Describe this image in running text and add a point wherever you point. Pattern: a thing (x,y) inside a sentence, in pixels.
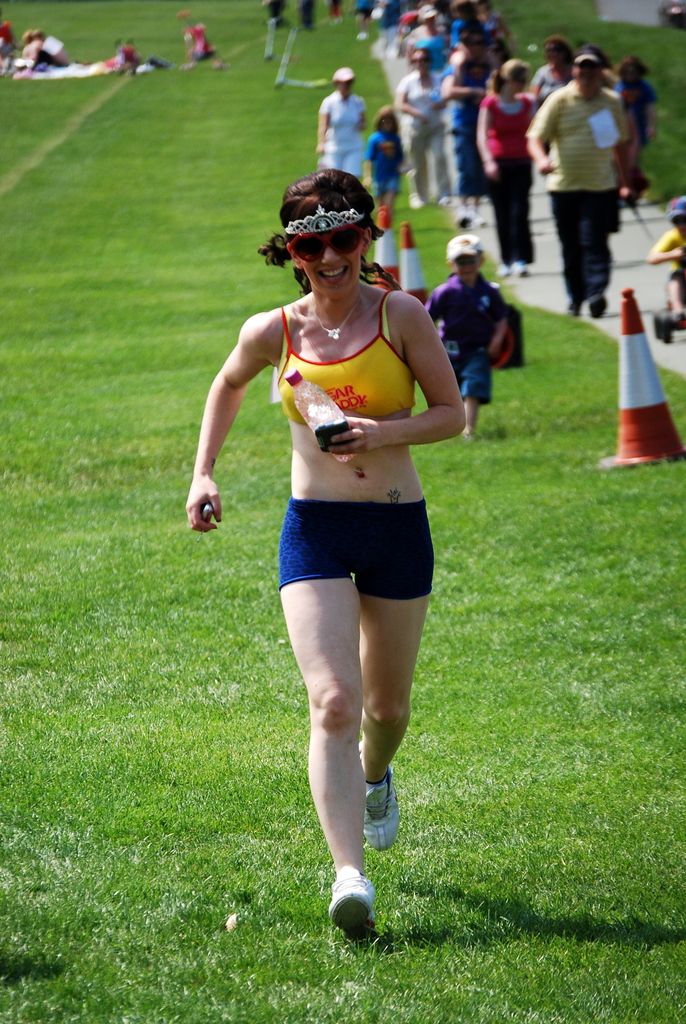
This picture describes about group of people (421,373), in the middle of the image (355,361) we can see a woman (331,359), she is holding a bottle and she is running on the grass (536,845), in the background (644,432) we can see few road divider cones (643,383).
